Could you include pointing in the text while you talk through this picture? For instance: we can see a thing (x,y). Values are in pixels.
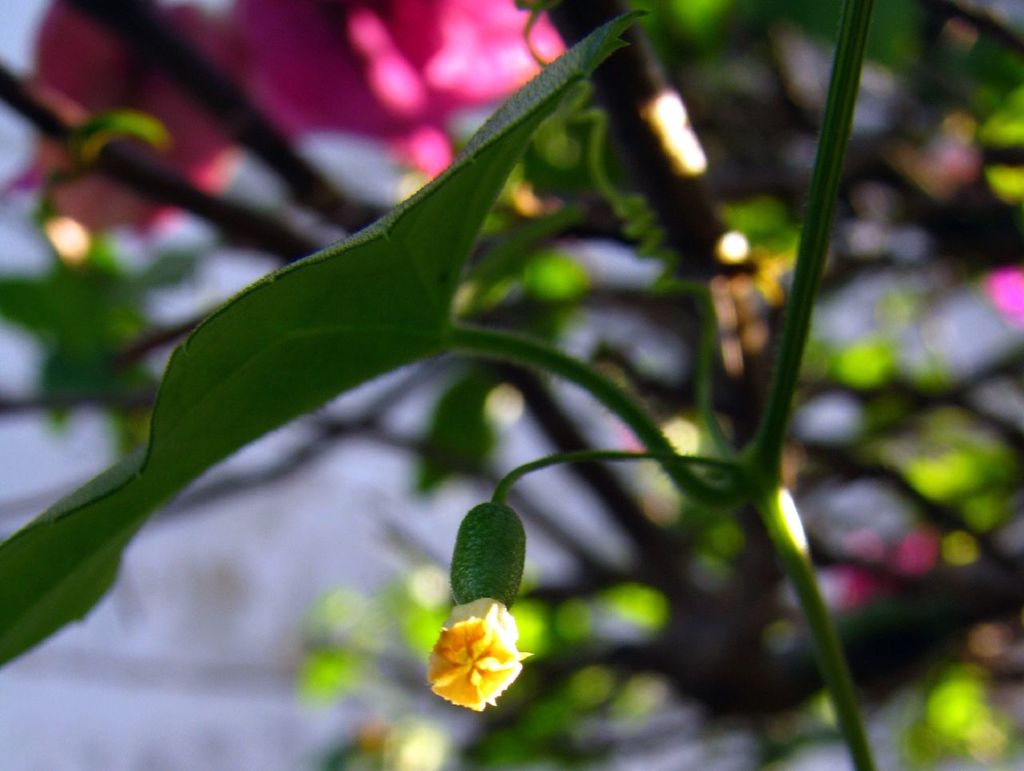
In the foreground of the picture (492,603) there are flower (496,616), stem (453,323) and leaf (453,323). The background (949,88) is blurred. In the background (71,79) there are flowers (146,101) and plant (563,647).
